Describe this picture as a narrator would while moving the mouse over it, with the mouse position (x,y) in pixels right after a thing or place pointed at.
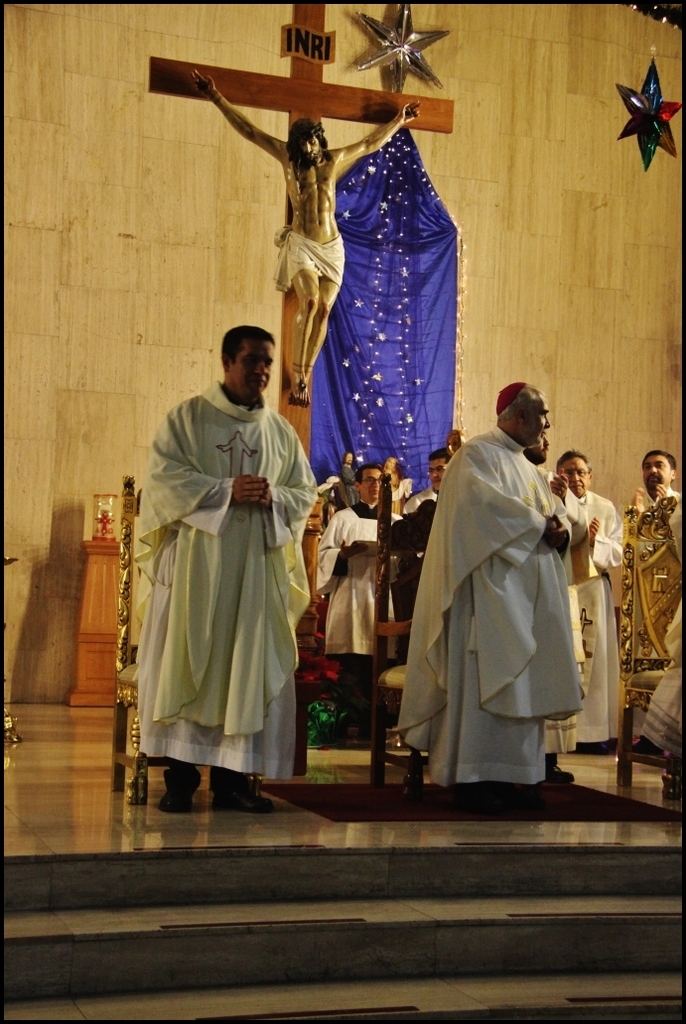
This is the inside picture of the church (517,200). In this image people (375,488) are standing on the floor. At front of the image there are stairs (418,898). At the back side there is a cross symbol (421,112). At the background (577,319) there is a wall (556,84).
